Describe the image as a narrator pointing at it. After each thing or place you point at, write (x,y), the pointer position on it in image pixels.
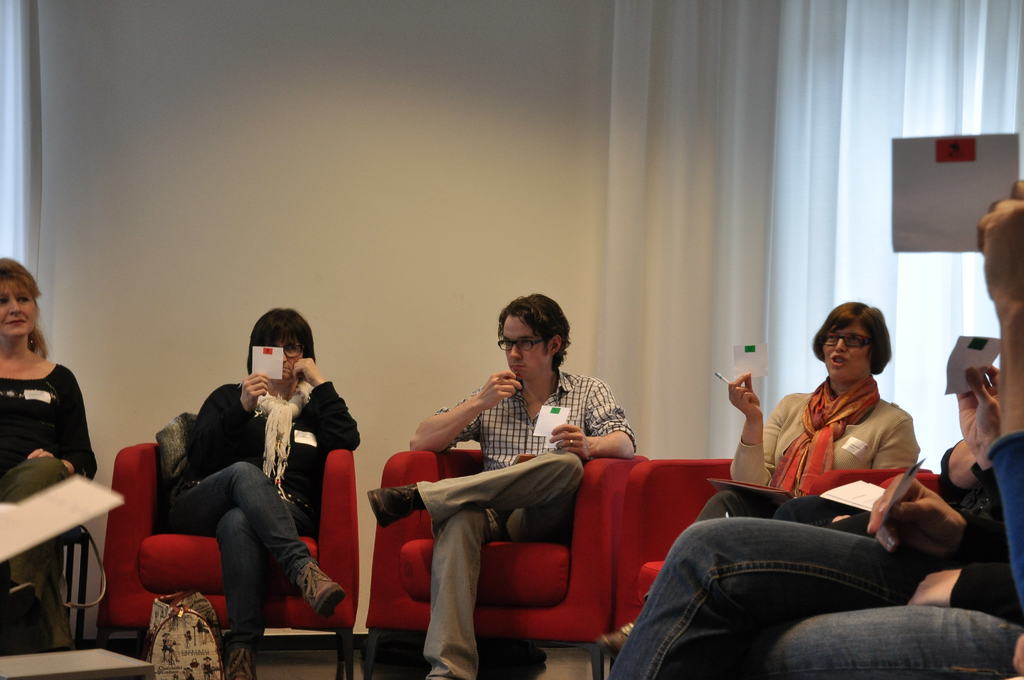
This picture shows a group of people (871,410) seated on the chairs (643,569) holding papers (567,417) in their hands (943,527) and we see a bag (172,618) on the floor (125,640) and we see curtain (862,93) to the window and a white background wall (431,244).
